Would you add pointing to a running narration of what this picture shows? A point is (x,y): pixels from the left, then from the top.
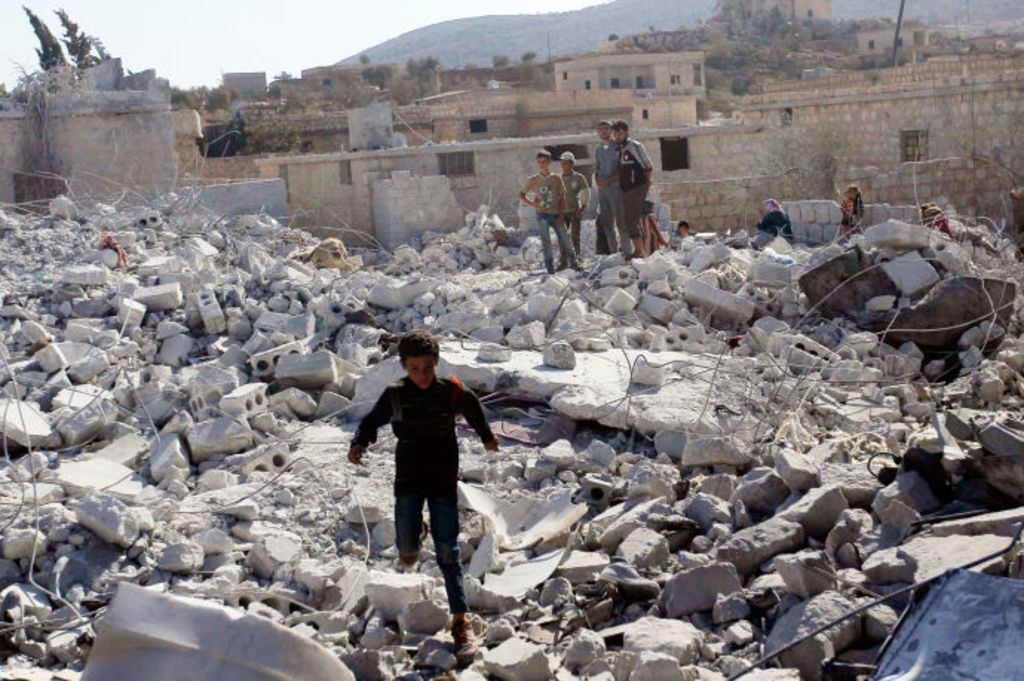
It looks like a collapsed building (576,504) where we can see a person (422,402) standing on the bricks (608,320). In the background (862,201), there are buildings (621,107), trees (759,22), mountain (424,42) and the sky (251,31).
